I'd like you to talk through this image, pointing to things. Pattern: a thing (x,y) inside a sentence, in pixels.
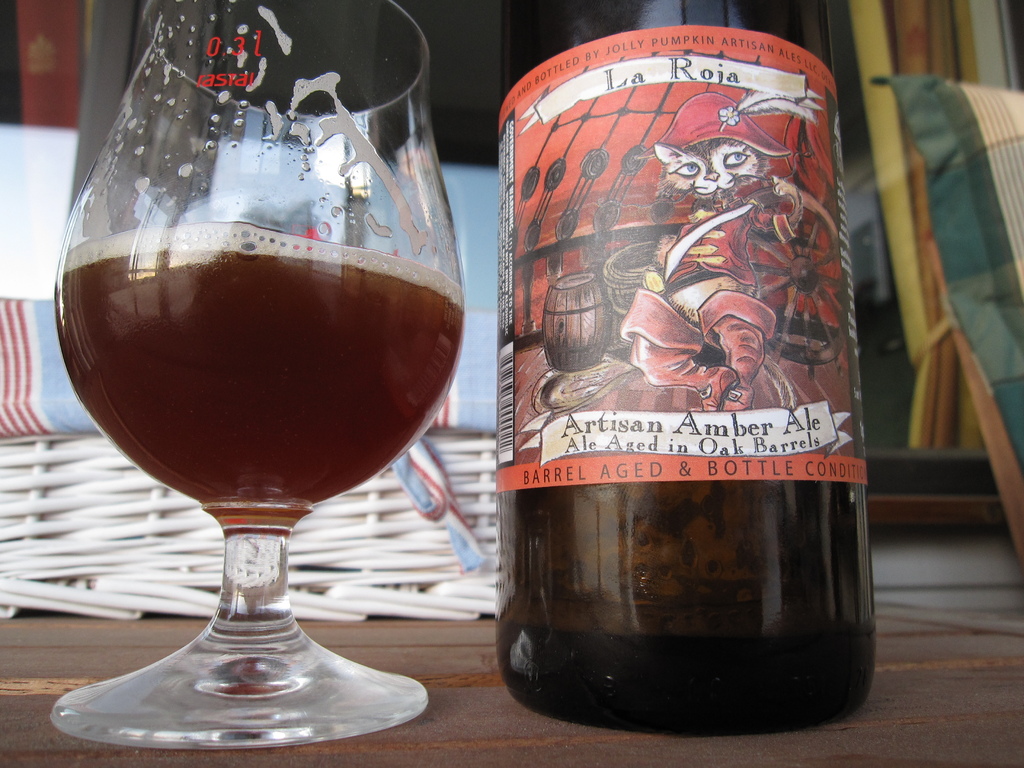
In this picture we can see a glass (344,222) with drink (329,288) in it, and a bottle (771,299).
